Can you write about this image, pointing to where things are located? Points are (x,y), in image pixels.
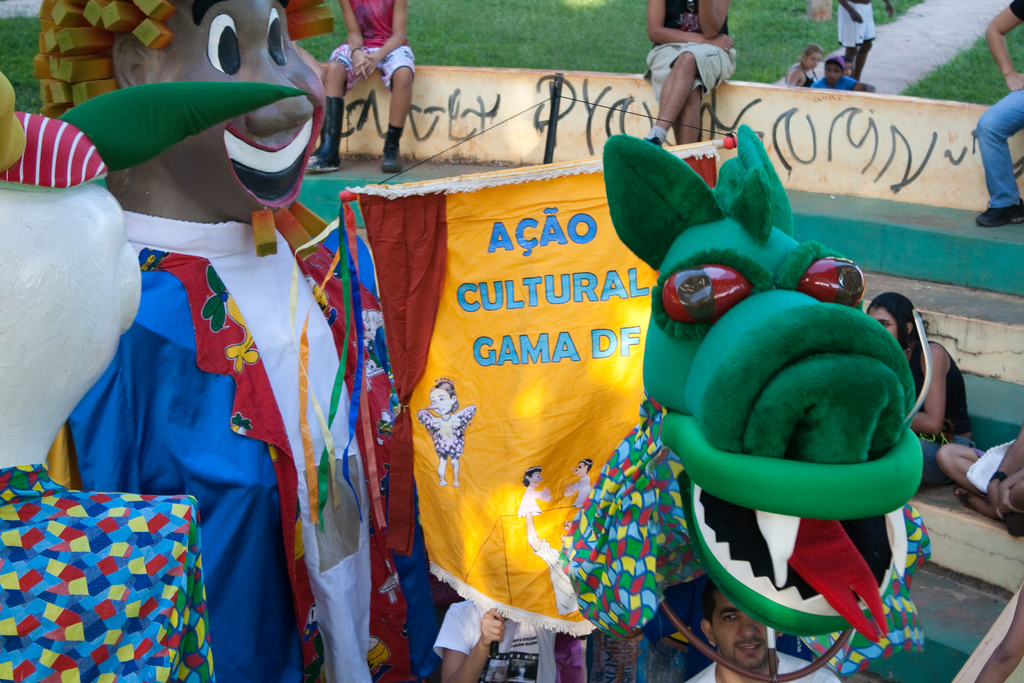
In this picture we can see the people (693,74), grass (334,19), pathway (871,74), stairs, objects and costumes (136,326). We can see there is something written on the wall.
